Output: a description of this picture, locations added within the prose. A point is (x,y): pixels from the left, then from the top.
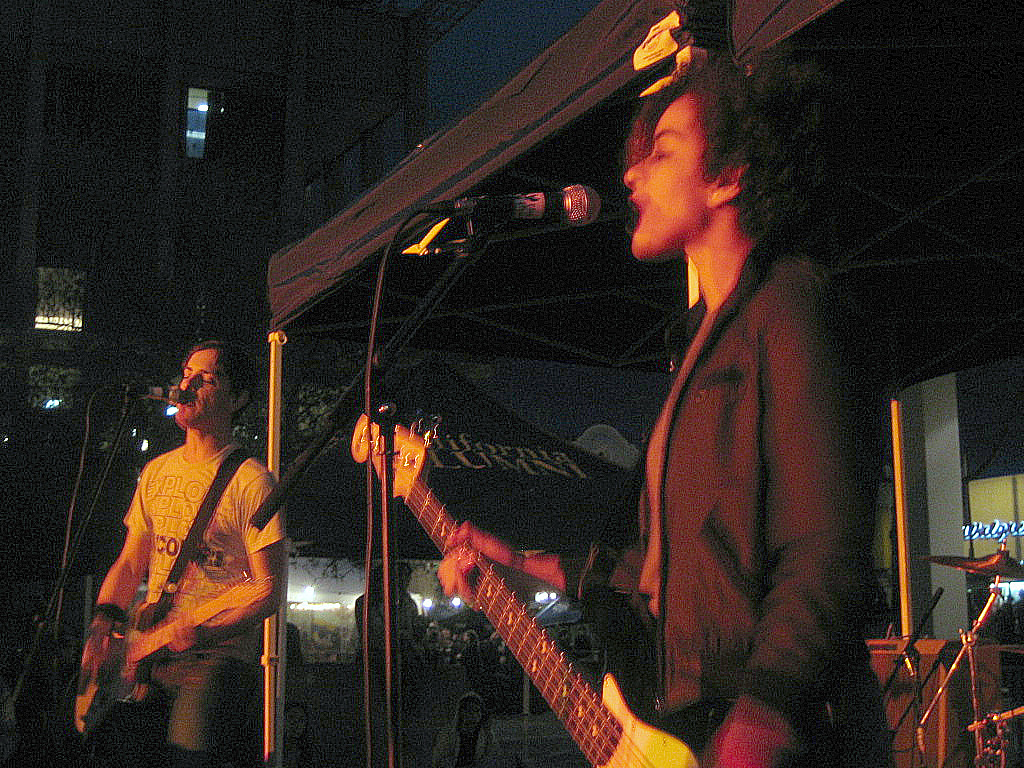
Two persons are playing guitar (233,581) along with singing. In front of them there are mics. In the background (110,153) there are buildings (927,581).
